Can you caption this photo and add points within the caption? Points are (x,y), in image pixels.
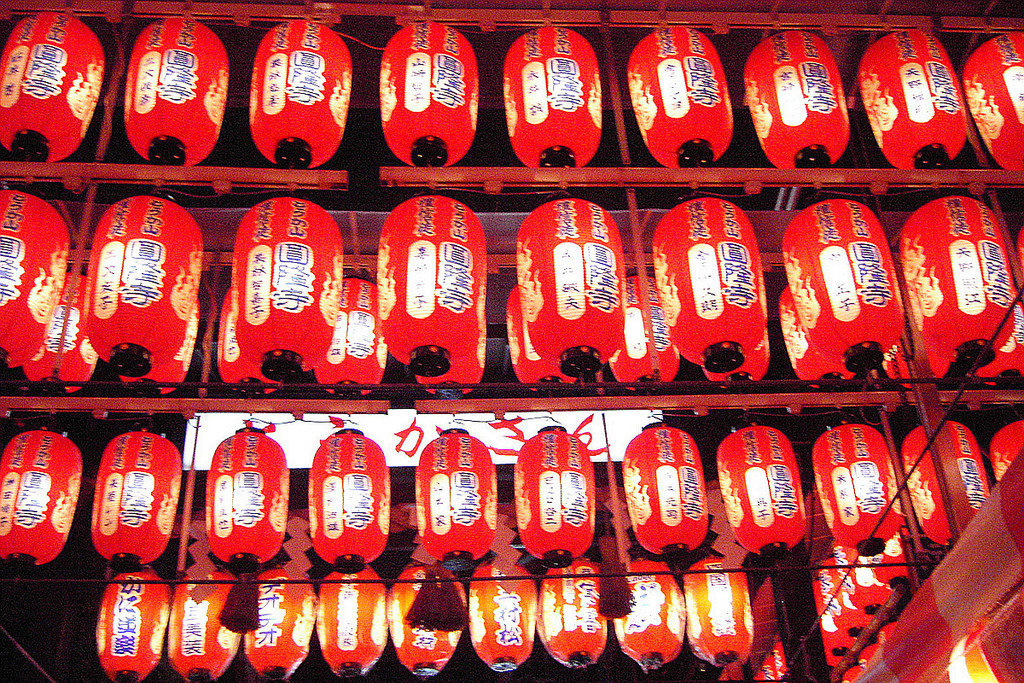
In this image I see number of Chinese lanterns (6,302) and I see words (5,254) written on it and I see they're of red in color.
